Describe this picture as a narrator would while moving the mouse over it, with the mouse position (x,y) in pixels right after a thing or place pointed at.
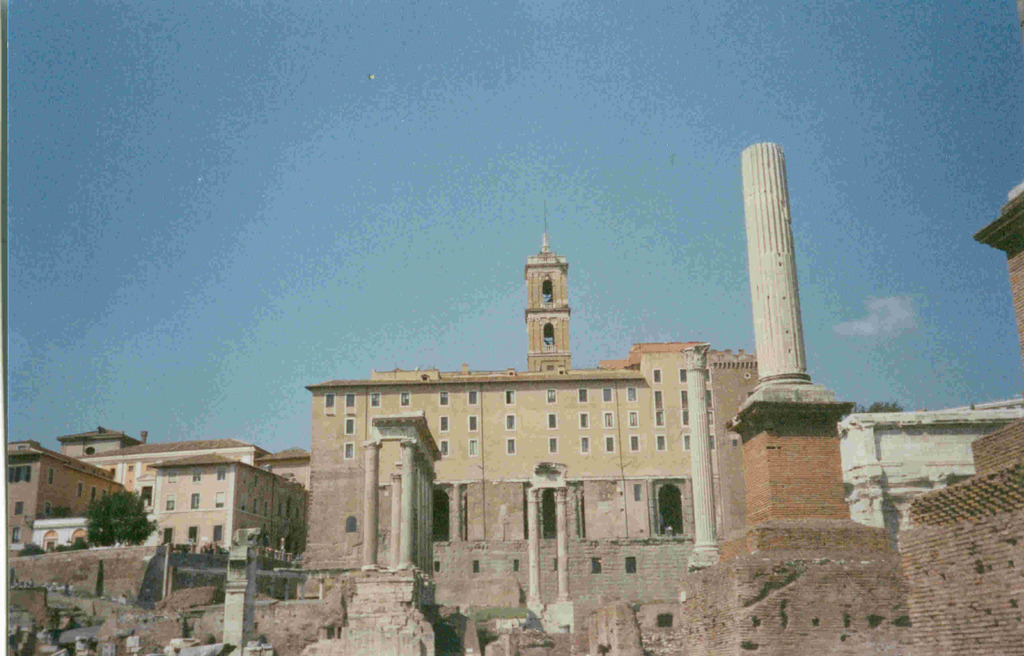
In this image we can see a few buildings (571,420), there are some trees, windows (585,420), pillars (407,463) and the wall (320,538), in the background (786,85) we can see the sky (780,96) with clouds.
